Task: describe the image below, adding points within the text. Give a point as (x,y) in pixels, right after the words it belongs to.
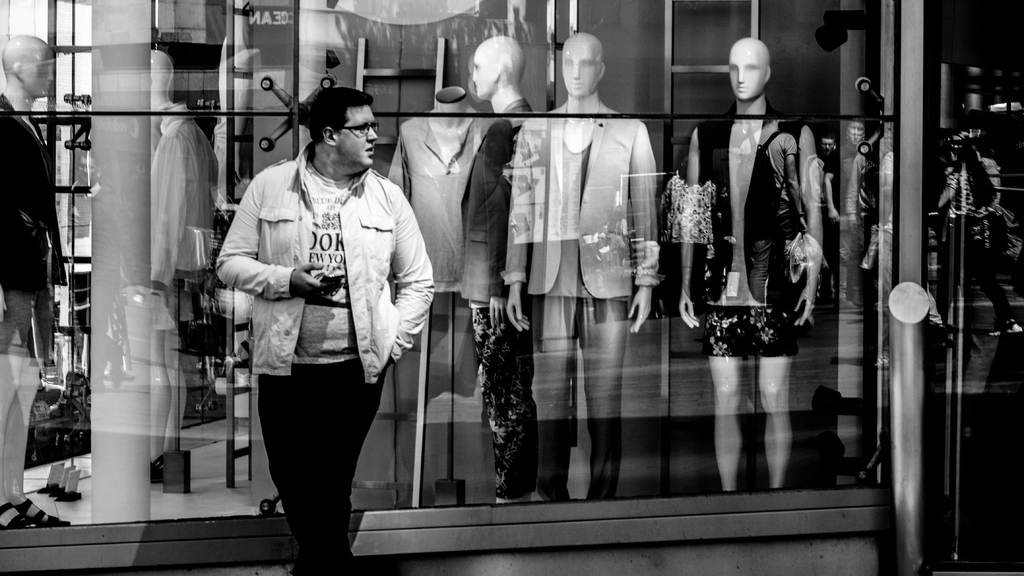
In this black and white image we can see there is a man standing and looking at something and also there are some statue (762,345) of men (772,340).
